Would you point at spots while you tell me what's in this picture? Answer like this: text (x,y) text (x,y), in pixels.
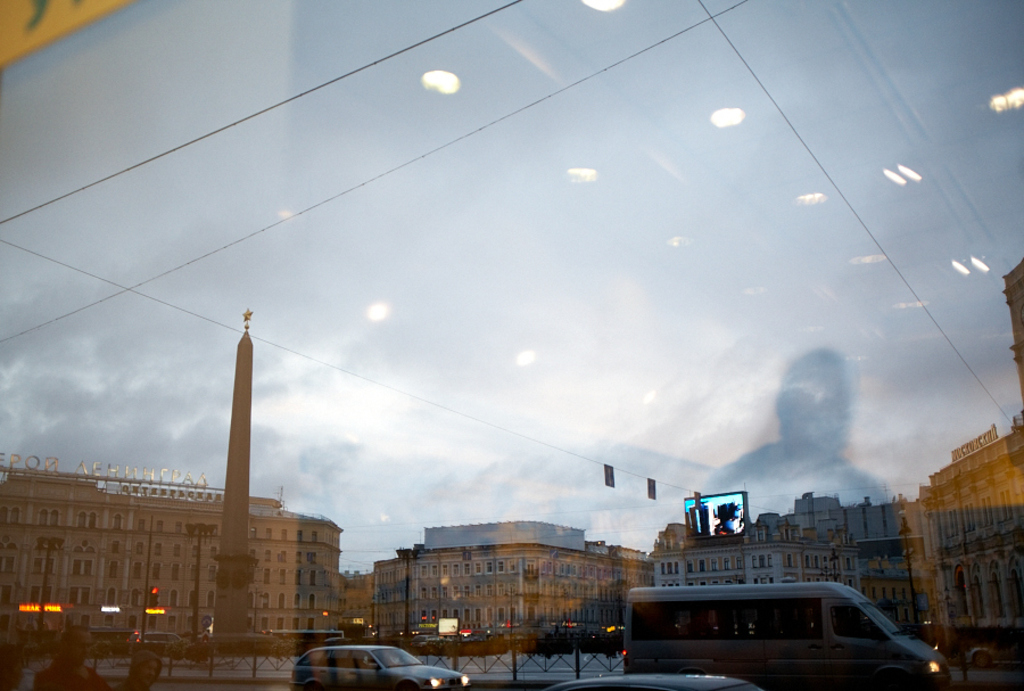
In this image in the middle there are buildings (471,583), towers (224,635), vehicles (751,636), at the bottom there are vehicles (735,638), fence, on the building (776,543) there is a screen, at the top (327,85) there is the sky (502,19), reflection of lights (730,117), power line cables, there is a reflection (851,378) on the glass (644,410).
